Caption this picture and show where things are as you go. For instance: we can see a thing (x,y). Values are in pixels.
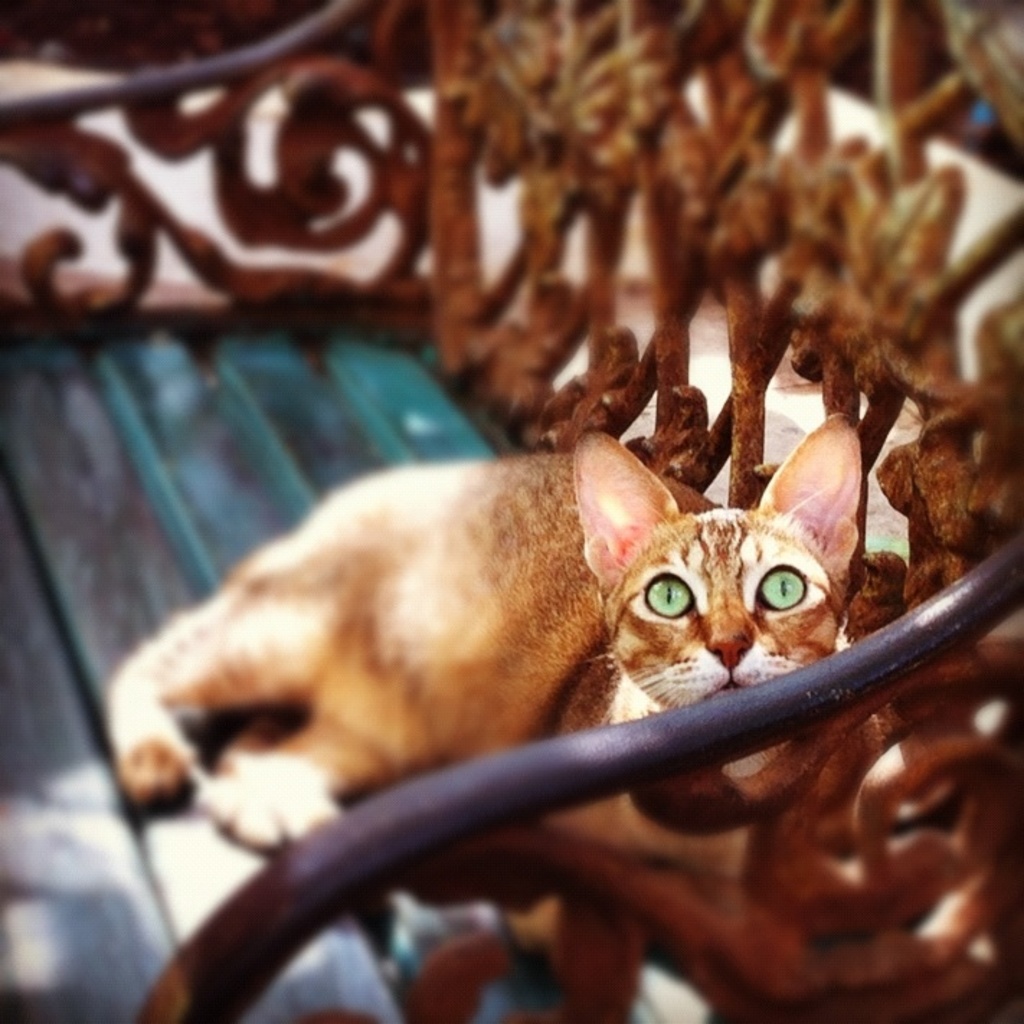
In this image there is a cat (392,545) on a bench (682,100).
